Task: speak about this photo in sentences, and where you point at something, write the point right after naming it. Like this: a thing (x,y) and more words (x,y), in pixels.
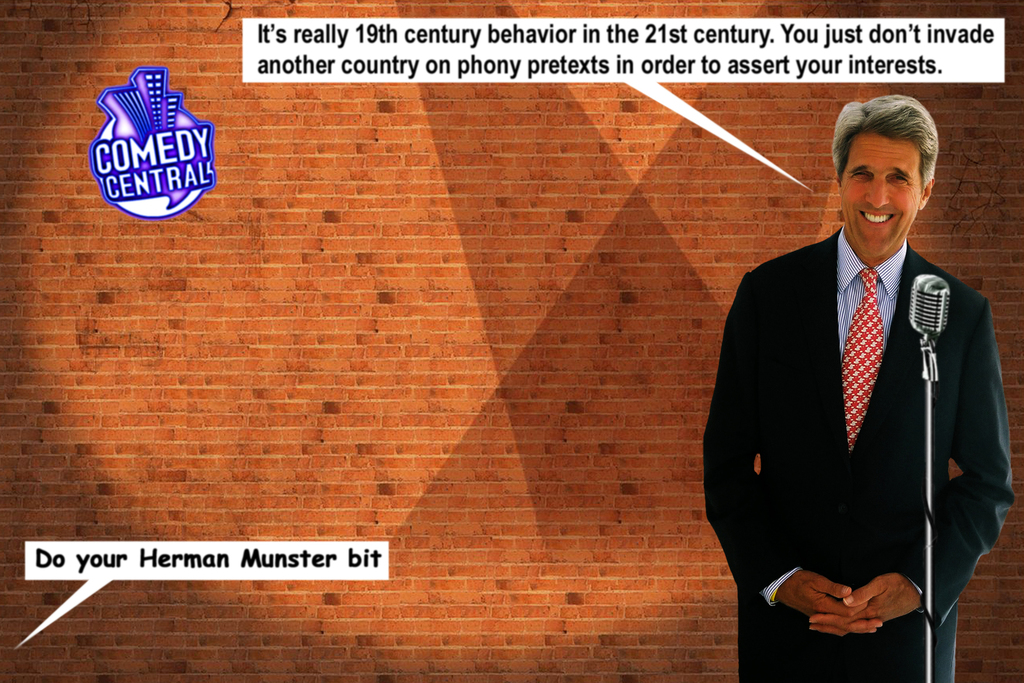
In this image I can see a person (798,378) wearing shirt (845,273), tie (855,314), black blazer (794,395) and black pant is standing and I can see a microphone (945,293) in front of him. In the background (546,214) I can see the wall (357,283) which is made of bricks (503,292).
